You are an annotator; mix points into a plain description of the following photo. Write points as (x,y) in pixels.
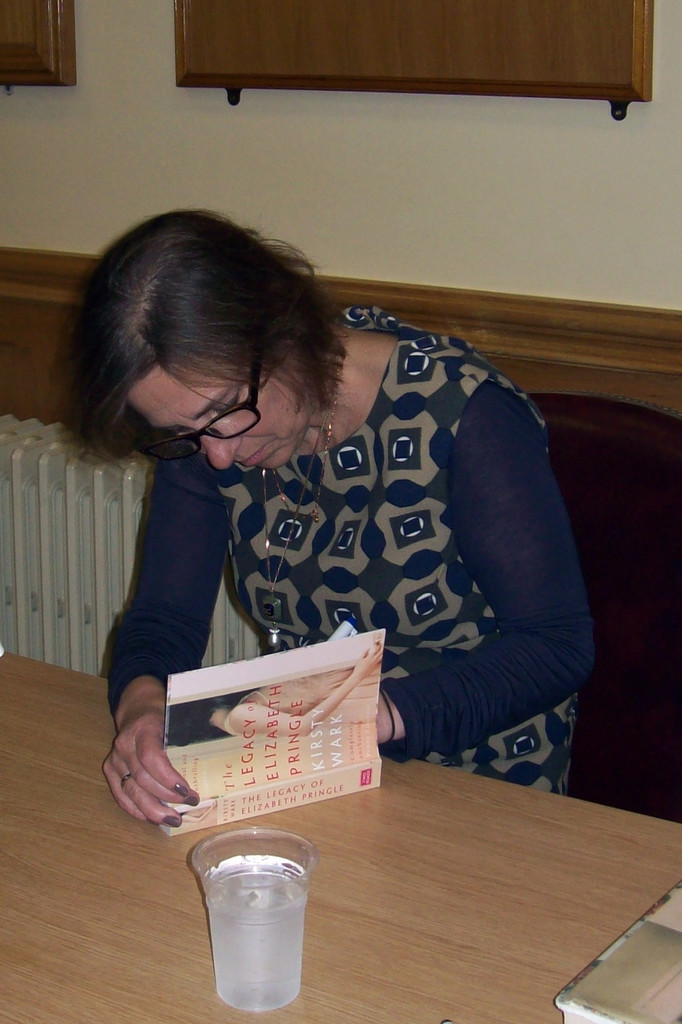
Here we can see a woman (410,579) sitting on chair (613,725) writing something in the book (260,685) present on the table (66,819) in front of her and there is a glass of water (267,926) present.
